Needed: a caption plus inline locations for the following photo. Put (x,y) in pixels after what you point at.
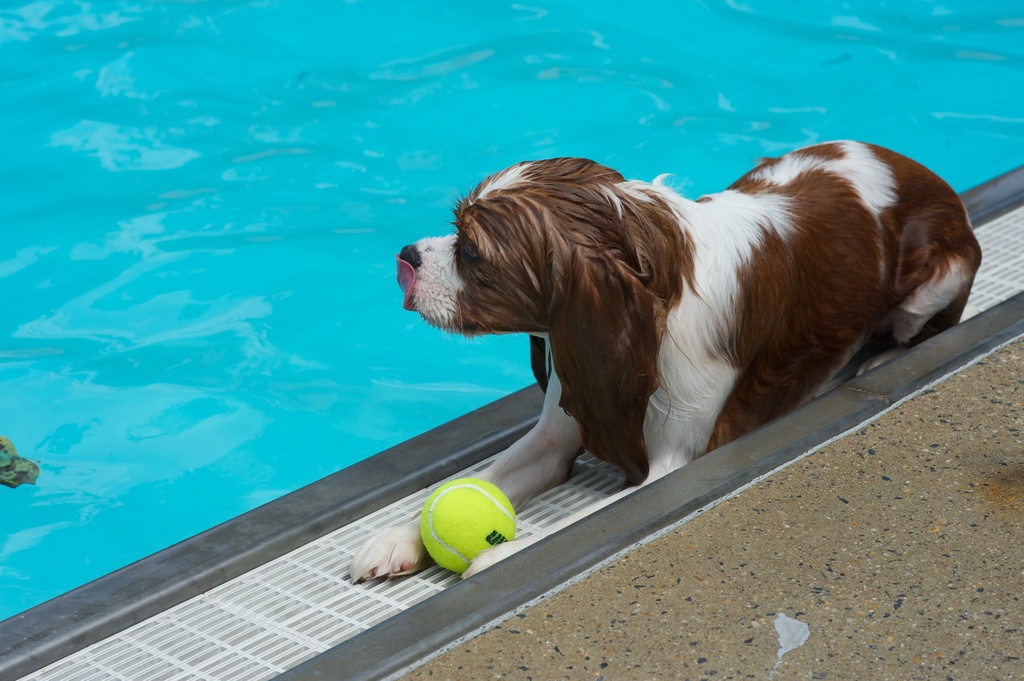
In the foreground of this image (684,301), there is a dog (708,276), a ball (499,532) and the floor (800,582). At the top (421,187), there is swimming pool water (288,129).
